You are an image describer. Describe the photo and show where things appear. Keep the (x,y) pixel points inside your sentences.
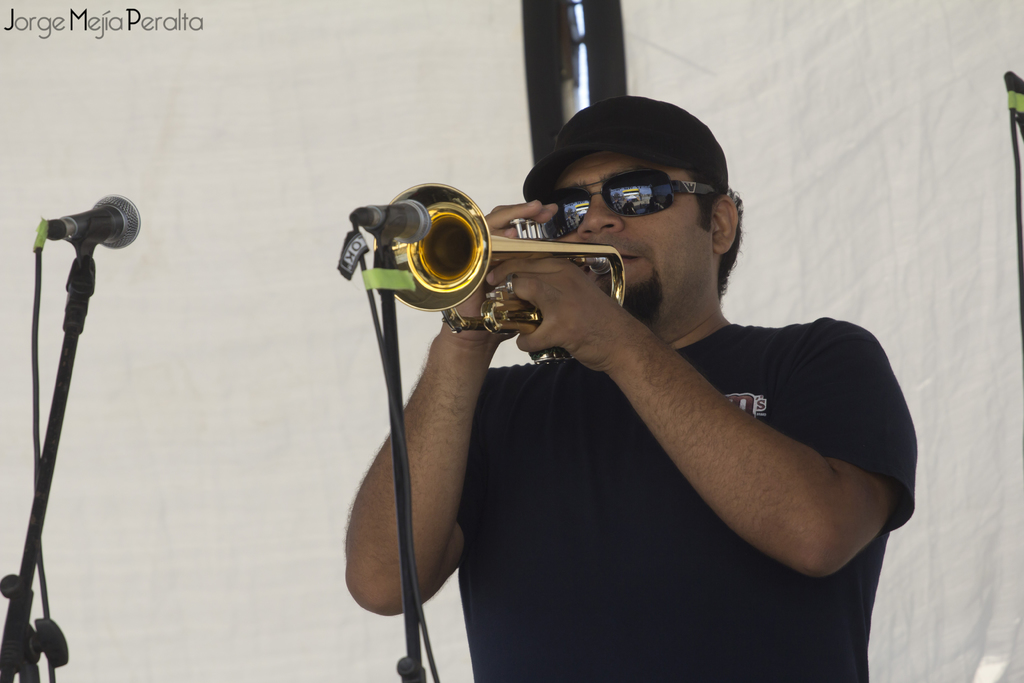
In this image we can see a person (655,229) wearing cap (659,148) and goggles (586,192). He is playing musical instrument (485,261). In front of him there are mics (87,224) with stands (401,501). In the back (382,118) there is curtain (203,125). In the left top corner (78,21) something is written.
